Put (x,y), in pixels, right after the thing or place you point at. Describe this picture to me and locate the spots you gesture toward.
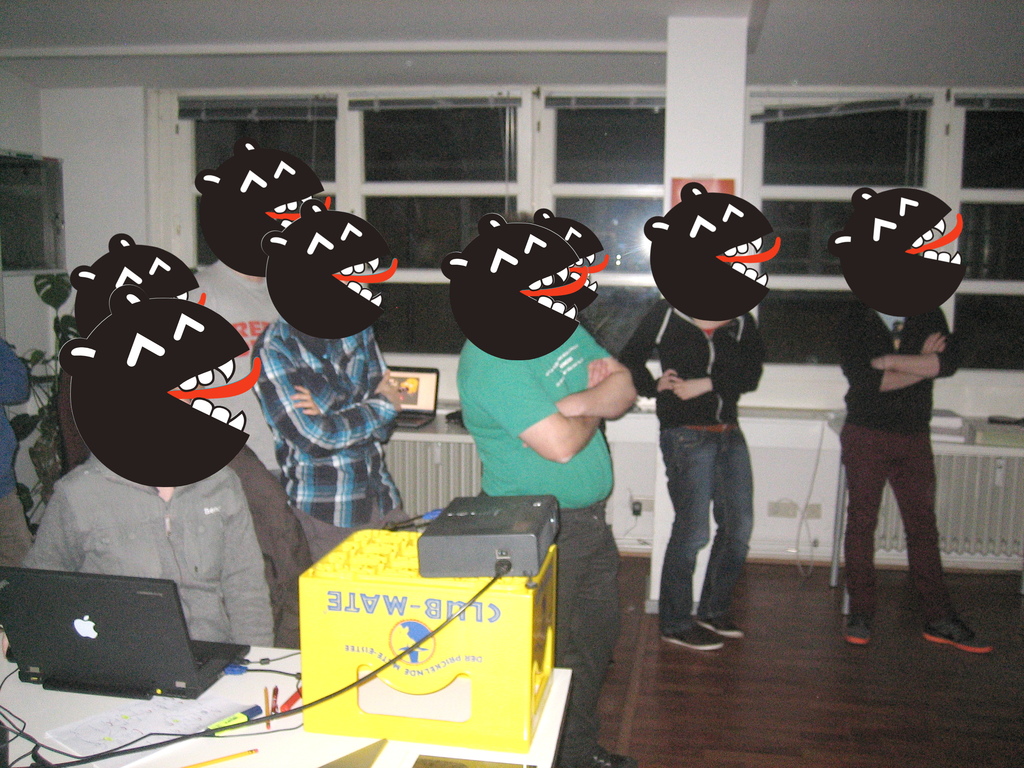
This is an edited image, there are persons (627,395) standing, there is a person (212,471) sitting, there are tables (243,705), there are laptops (234,649) on the tables (298,663), there is a table (28,712) truncated towards the bottom of the image (252,735), there is a table (963,448) truncated towards the right of the image (1011,437), there are objects (414,665) on the table (69,718), there is the wall (797,424), there are windows (325,140), there is a pillar (698,78), there is plant (57,368), there are objects (7,203) truncated towards the left of the image (15,258), there is a roof (244,28) truncated towards the top of the image (547,26).
